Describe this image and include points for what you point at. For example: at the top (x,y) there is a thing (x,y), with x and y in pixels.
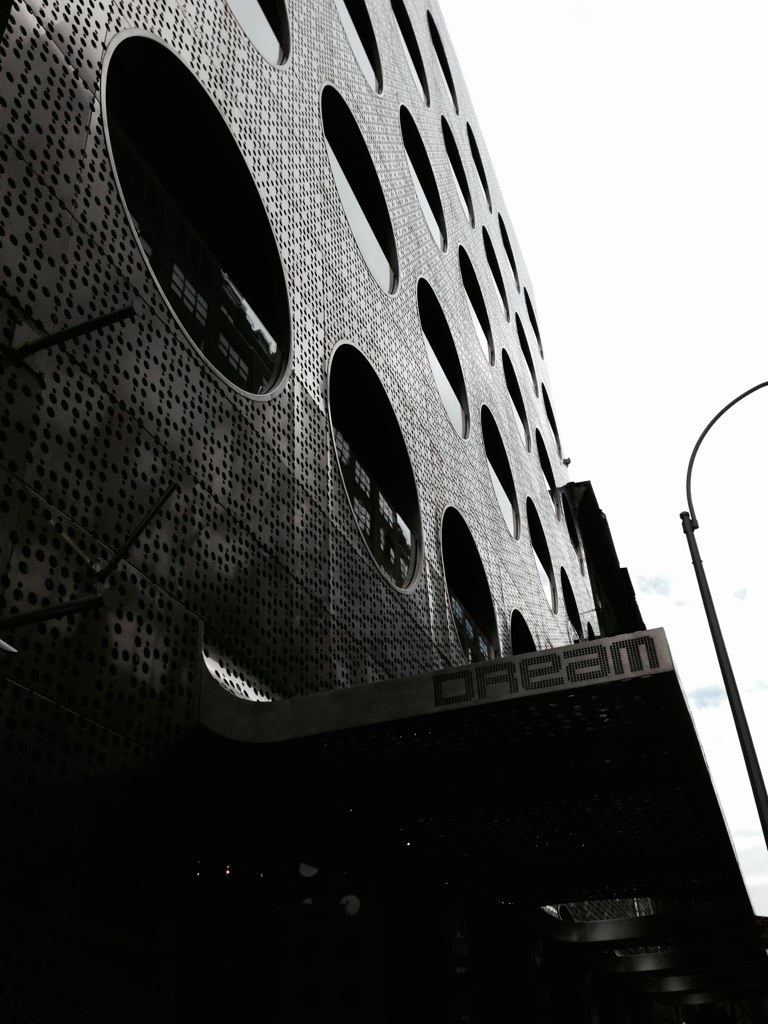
In this image I can see a building (558,587), glass windows (395,474) and pole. The image is in black and white.
